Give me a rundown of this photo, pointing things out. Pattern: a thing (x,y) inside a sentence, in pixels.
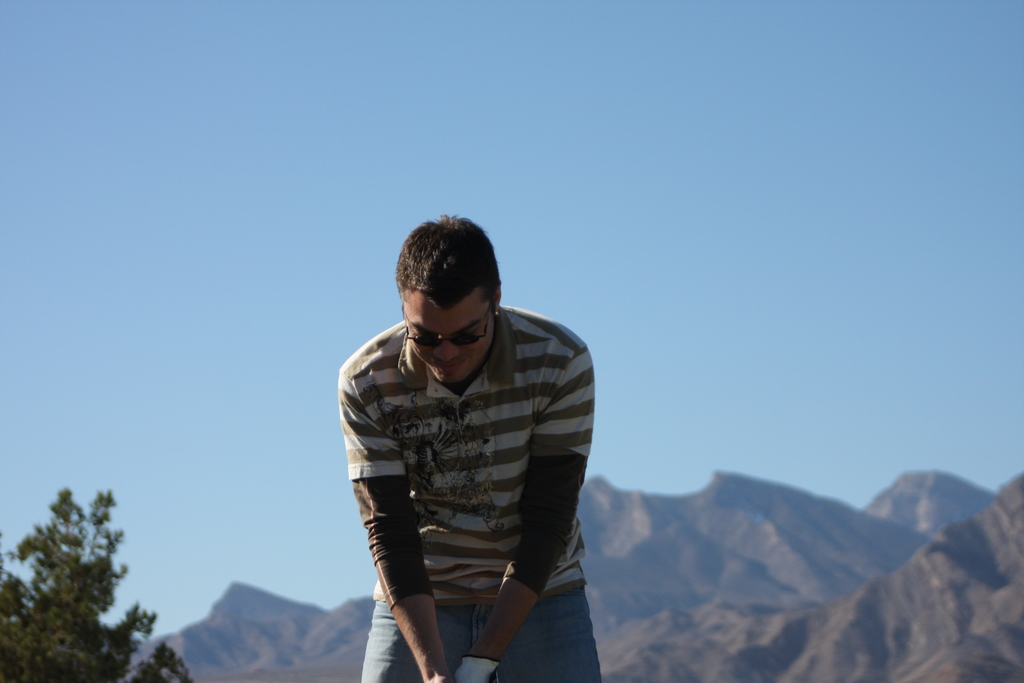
In this image I can see a man (486,493) is standing. The man (442,412) is wearing shades (457,339), a t-shirt (486,540) and jeans (535,647). In the background (214,580) I can see mountains (681,545), a tree (70,649) and the sky (108,316).
